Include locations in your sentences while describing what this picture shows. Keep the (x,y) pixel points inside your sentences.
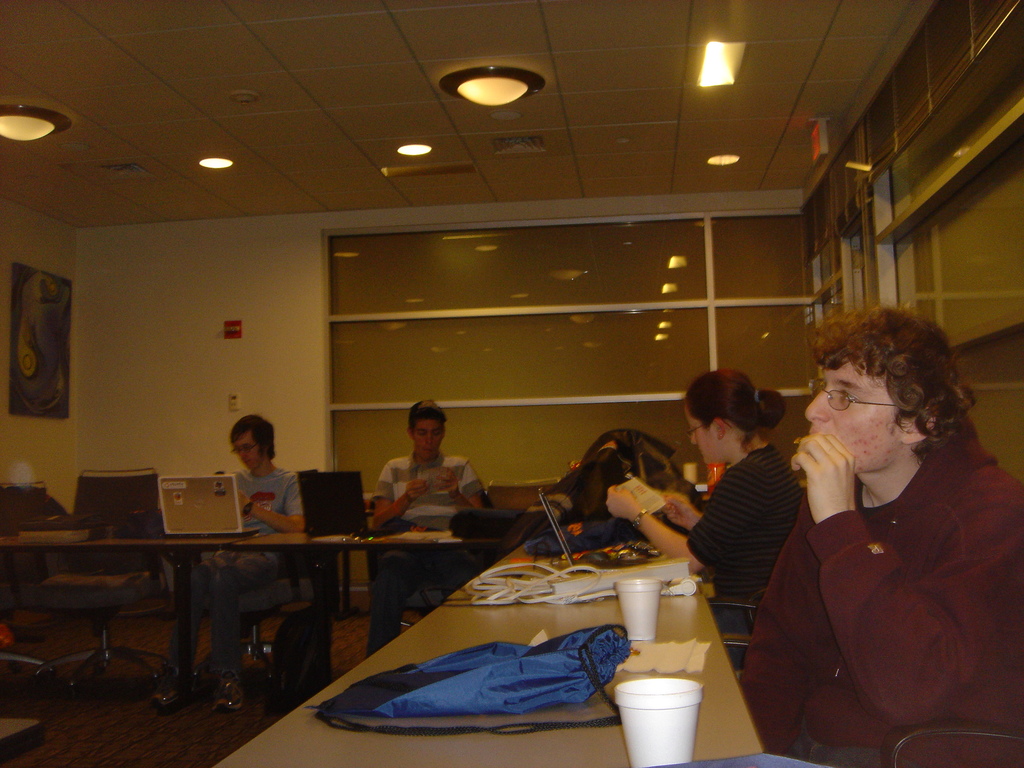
In this image I can see few people (893,340) are sitting on chairs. On these tables (507,608) I can see laptops (213,531), glasses (681,747) and a bag (477,696).
